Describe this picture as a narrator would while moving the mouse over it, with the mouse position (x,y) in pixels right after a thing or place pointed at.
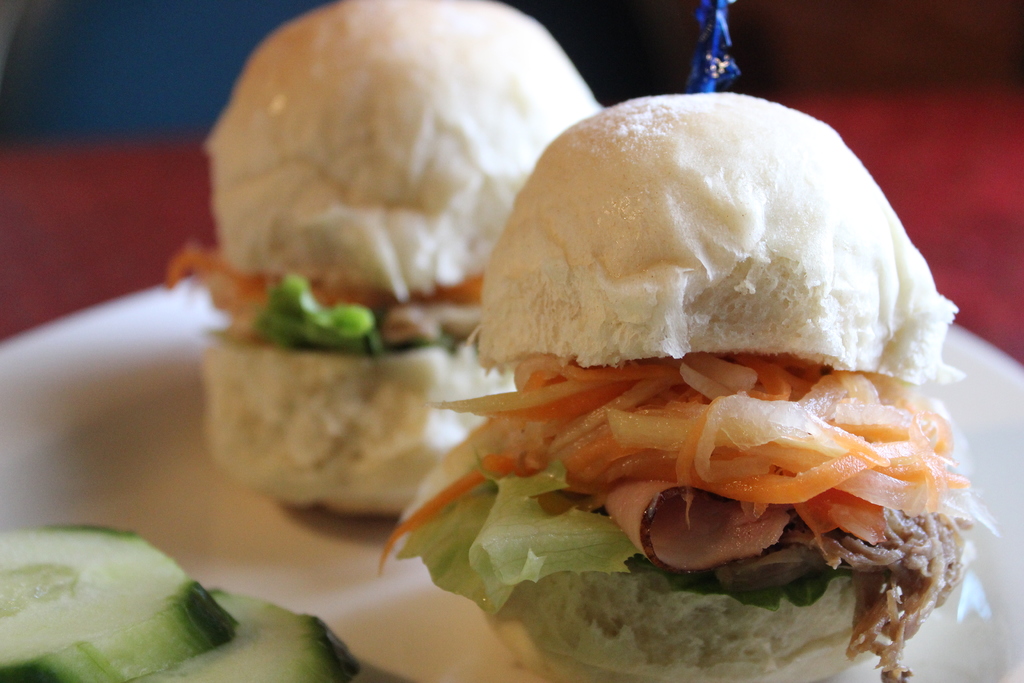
In this image we can see some food items (374,414) on the plate (993,676) and in the background (202,43) the image is blurred.
